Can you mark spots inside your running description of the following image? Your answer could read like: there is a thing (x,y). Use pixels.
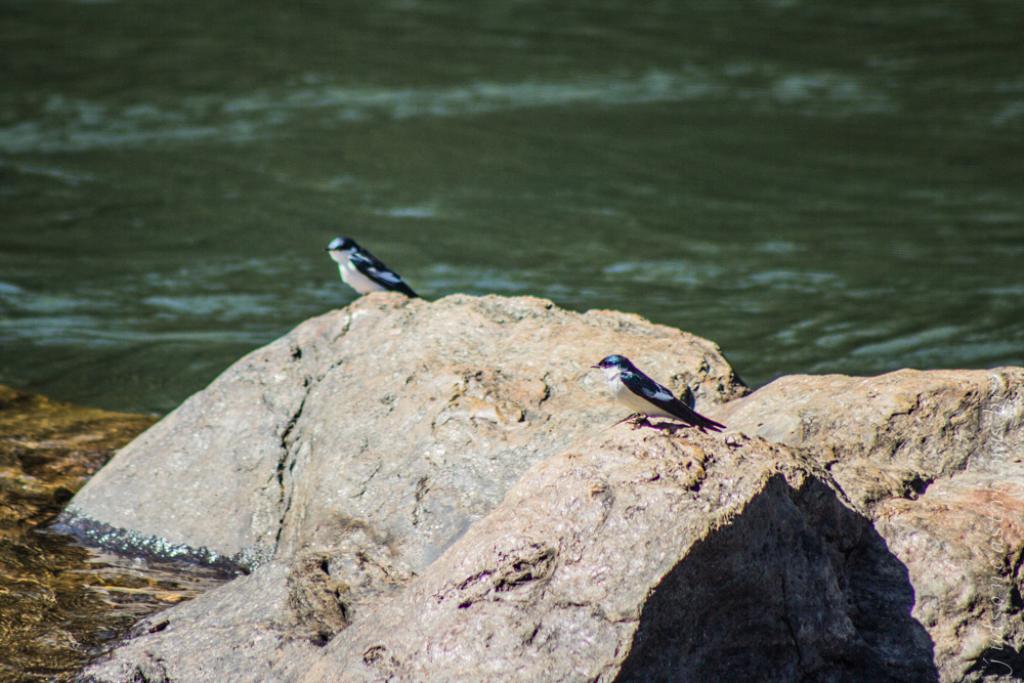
In this image we can see two birds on the rocks (499,462). In the background (167,43) we can see water (606,225).
